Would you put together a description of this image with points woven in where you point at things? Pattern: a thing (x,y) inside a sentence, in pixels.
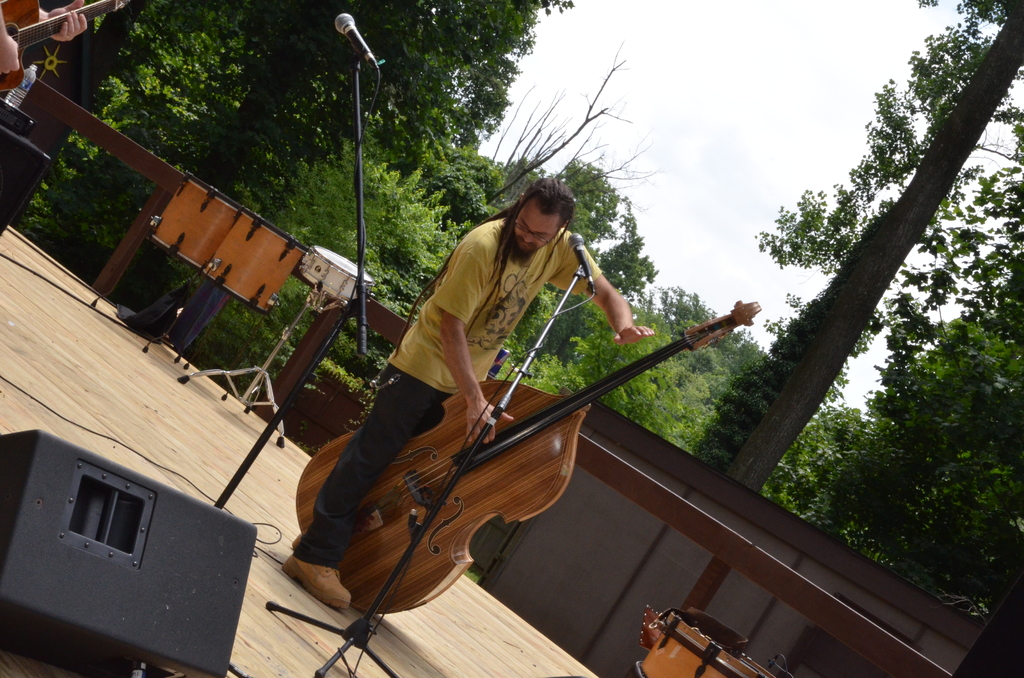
In this image we can see a two person (362,466) standing on the stage (290,534). In front (496,492) the person (375,471) is holding a double bass (522,453). There is a mic (366,54) and stand (420,535). At the background (485,108) there are trees (420,59) and a sky (601,83).
